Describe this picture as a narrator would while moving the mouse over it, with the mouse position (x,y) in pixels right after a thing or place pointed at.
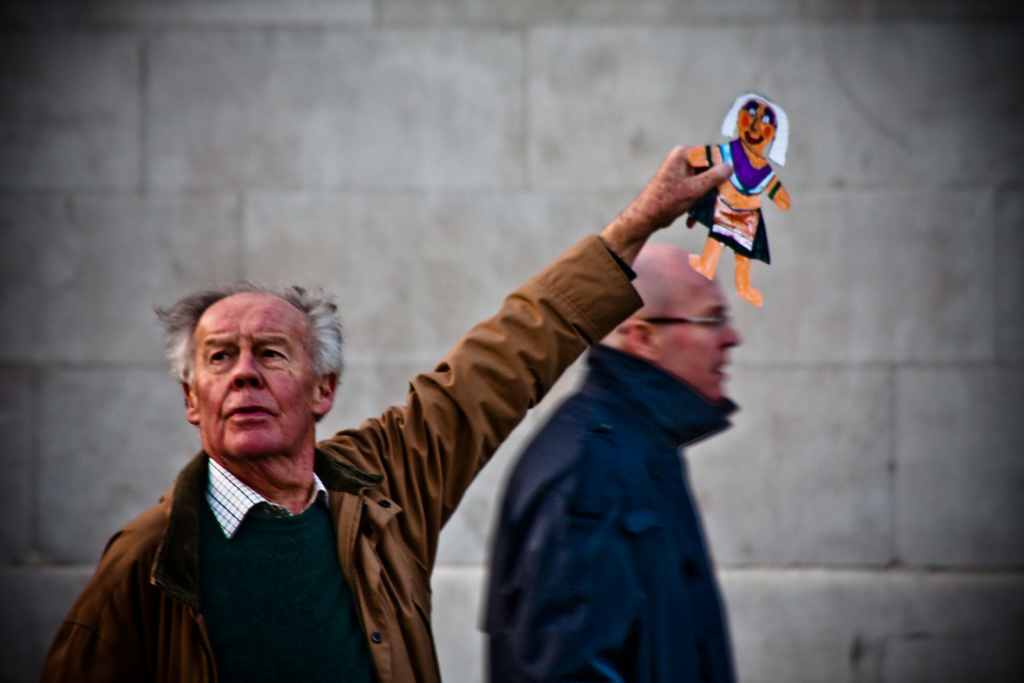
In this picture I can see couple of them (464,465) standing and I can see a man (247,454) holding a paper toy (727,186) in his hand (712,178) and I can see a wall (551,133) in the back (279,30).
